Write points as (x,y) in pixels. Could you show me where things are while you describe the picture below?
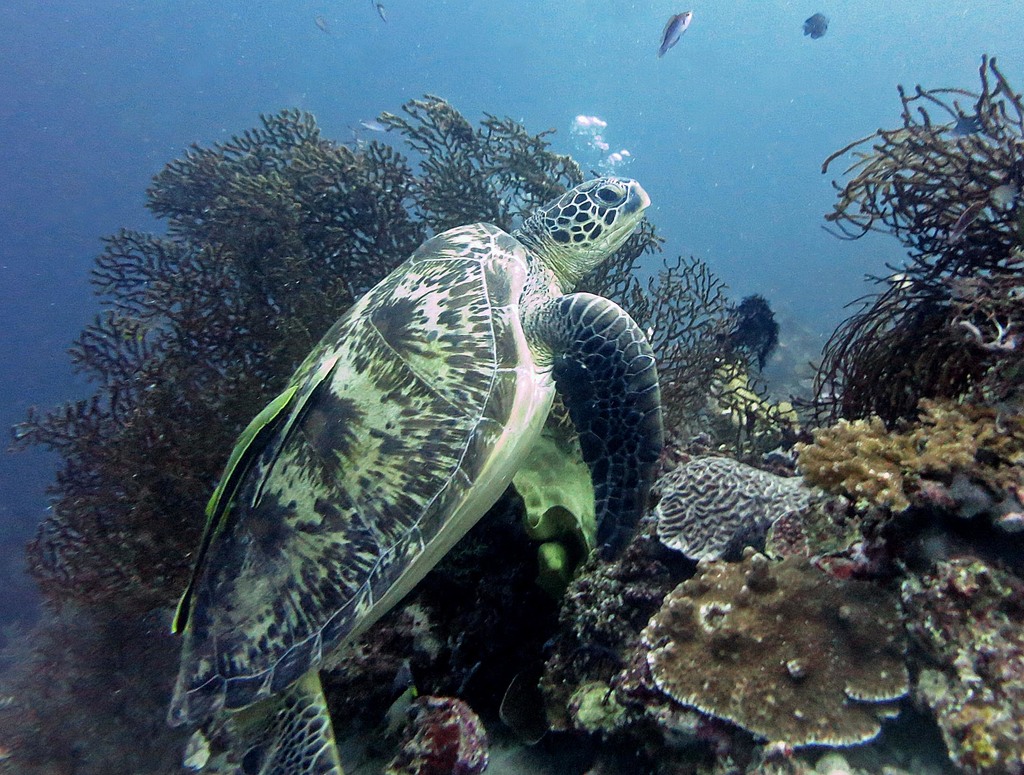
This image is taken under the sea (778,157). In this image there are water (117,167) and coral reefs (737,509). There are a few fishes (664,46). In the middle of the image (433,408) there is a tortoise (402,527).
